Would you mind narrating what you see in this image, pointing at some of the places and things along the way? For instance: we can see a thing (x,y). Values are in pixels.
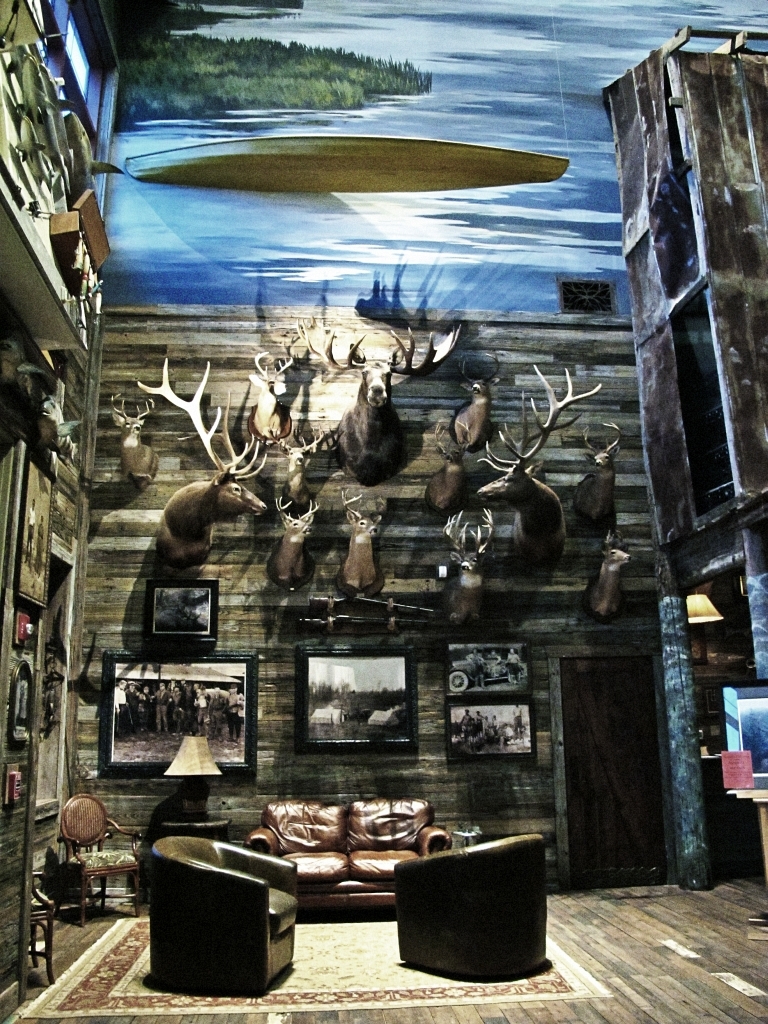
Here we can see an interior of a room (252,402), we can see two chairs (244,868) present and a sofa (409,844) present in the middle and on the wall (266,784) we can see five portraits (460,728) present there is a lamp (200,746) present on the table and there are deer heads (246,475) present on the wall (307,361) and we can see a door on the right side (583,685) and there are paintings (170,77) present here and there
